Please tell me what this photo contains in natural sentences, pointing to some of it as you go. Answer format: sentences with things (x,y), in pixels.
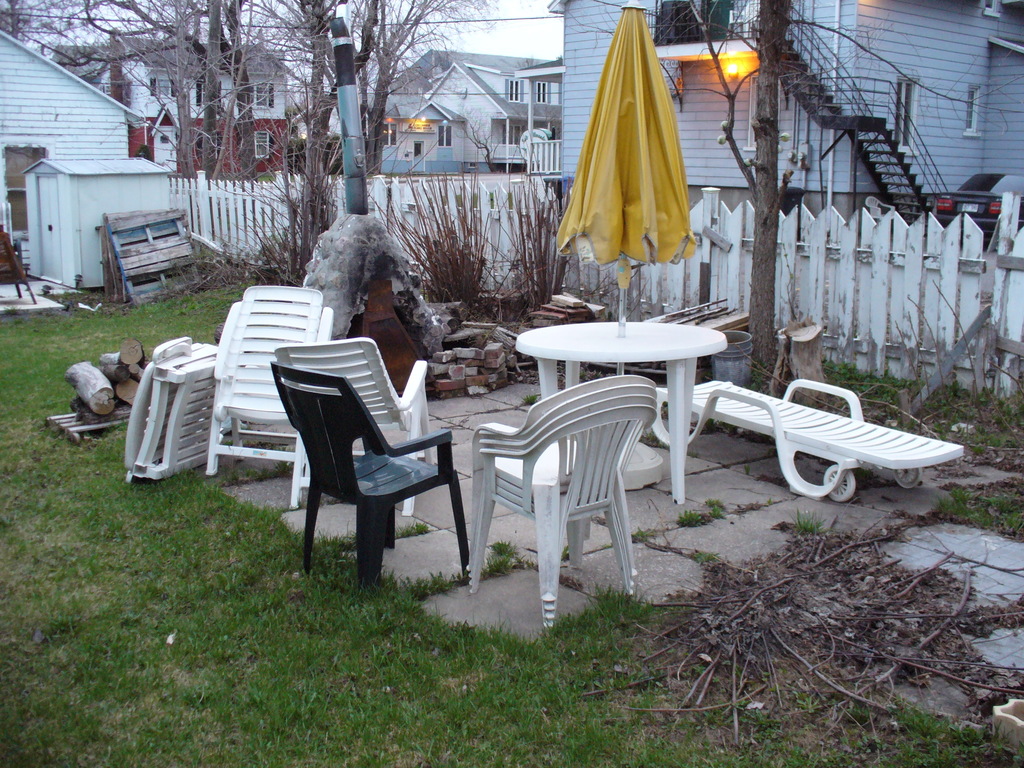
This picture is taken in the outside. In this image there is a table (606,337) in the middle (606,330) on which there is an umbrella (642,239). There are chairs (600,506) around the table (586,335). In the background (743,61) there are so many houses (520,85) with the lights (731,67). There is a wooden fence (796,260) behind the table (631,332). On the ground (180,633) there is grass (127,611).
